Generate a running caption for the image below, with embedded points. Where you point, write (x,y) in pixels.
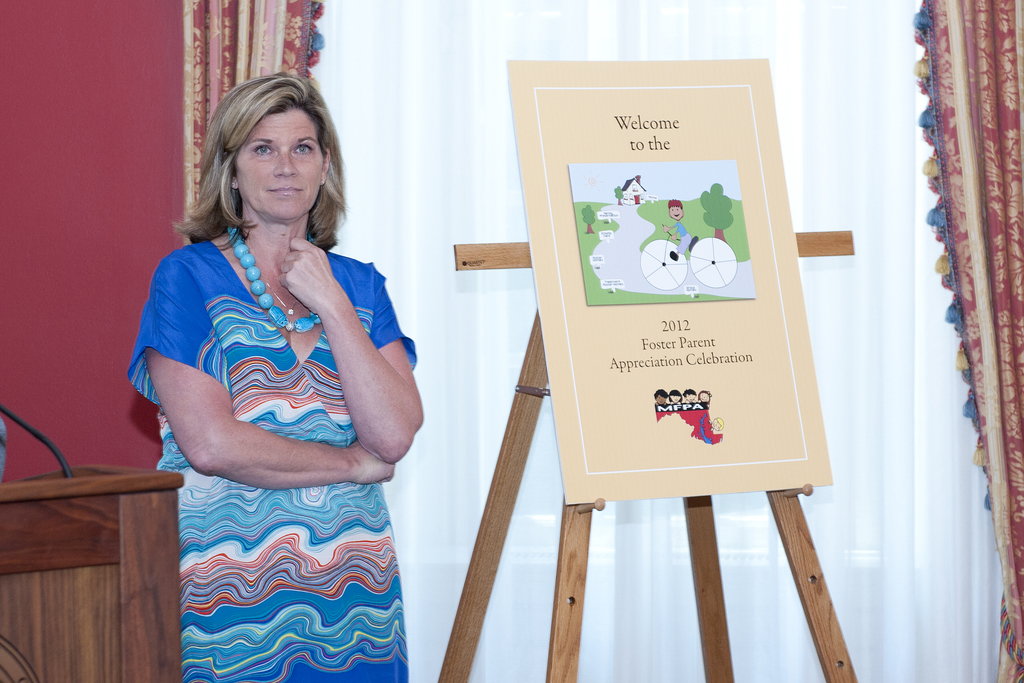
In this picture we can see the woman (329,412) wearing a blue dress (323,434), standing in the front (342,374) and giving a pose to the camera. Beside we can see the poster (606,369). In the background (544,522) we can see white curtain (596,533) and red wall (75,222).
